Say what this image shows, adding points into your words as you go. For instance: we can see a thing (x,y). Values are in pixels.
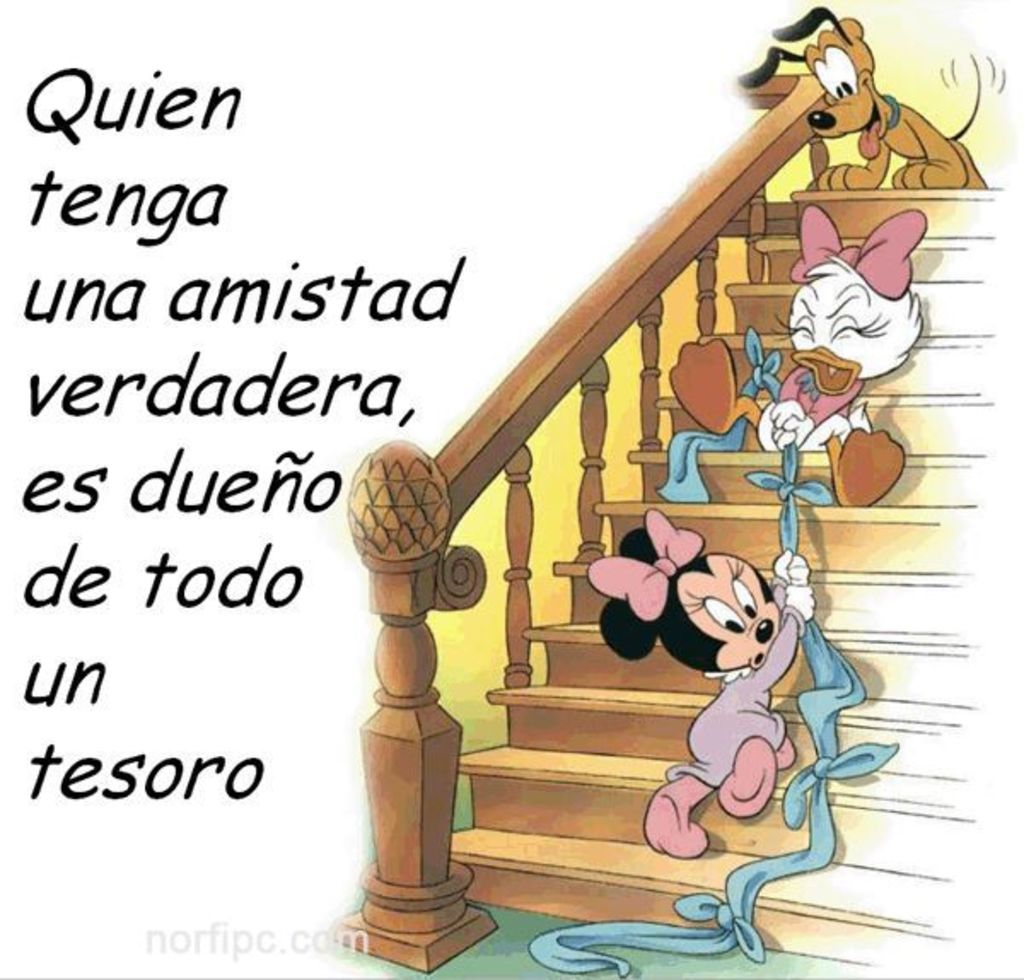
In this image, we can see cartoons (803,351) on stairs (930,357) and some text (332,412).
